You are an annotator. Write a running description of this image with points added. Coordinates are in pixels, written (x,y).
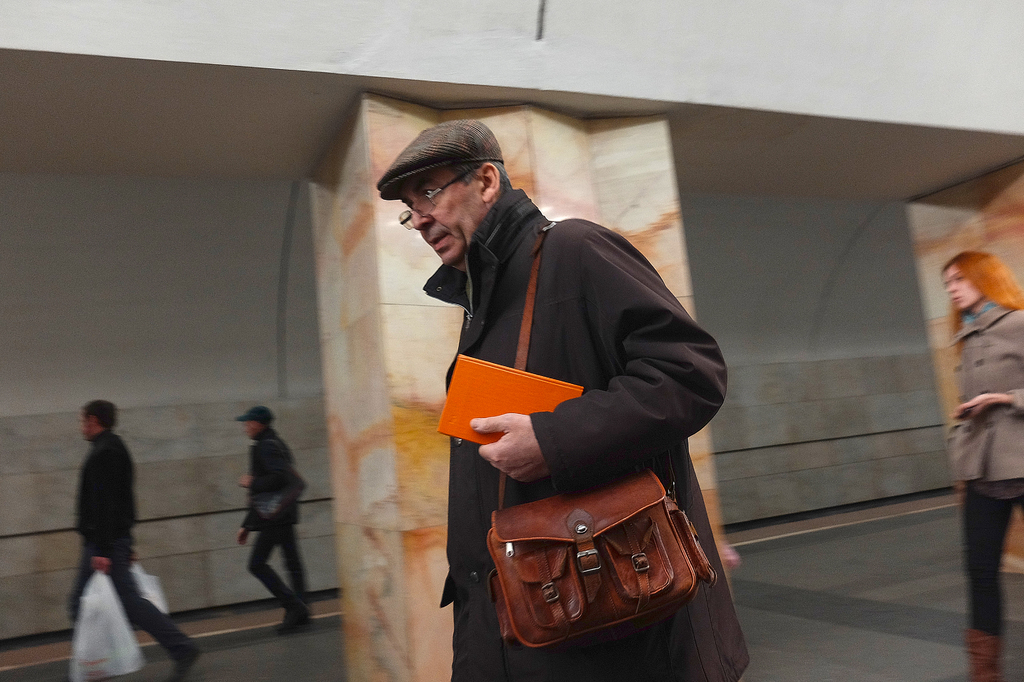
In this image there are four persons (601,424). On the right side (991,391) there is one woman (1009,478) who is walking on the left side (275,474) there are two men (92,517) who are walking on the left side (99,505) there is one person (101,529) who is walking is holding two plastic covers (102,613). Beside this man (100,525) there is another man (271,447) who is walking and he is holding a bag (288,496). In the middle of the image (629,391) there is one man (549,311) who is wearing a handbag (565,531) and he is holding a book (483,391) and he is wearing spectacles (446,186) and cap (415,168) and in the top of the image (428,54) there is one wall (694,67).
